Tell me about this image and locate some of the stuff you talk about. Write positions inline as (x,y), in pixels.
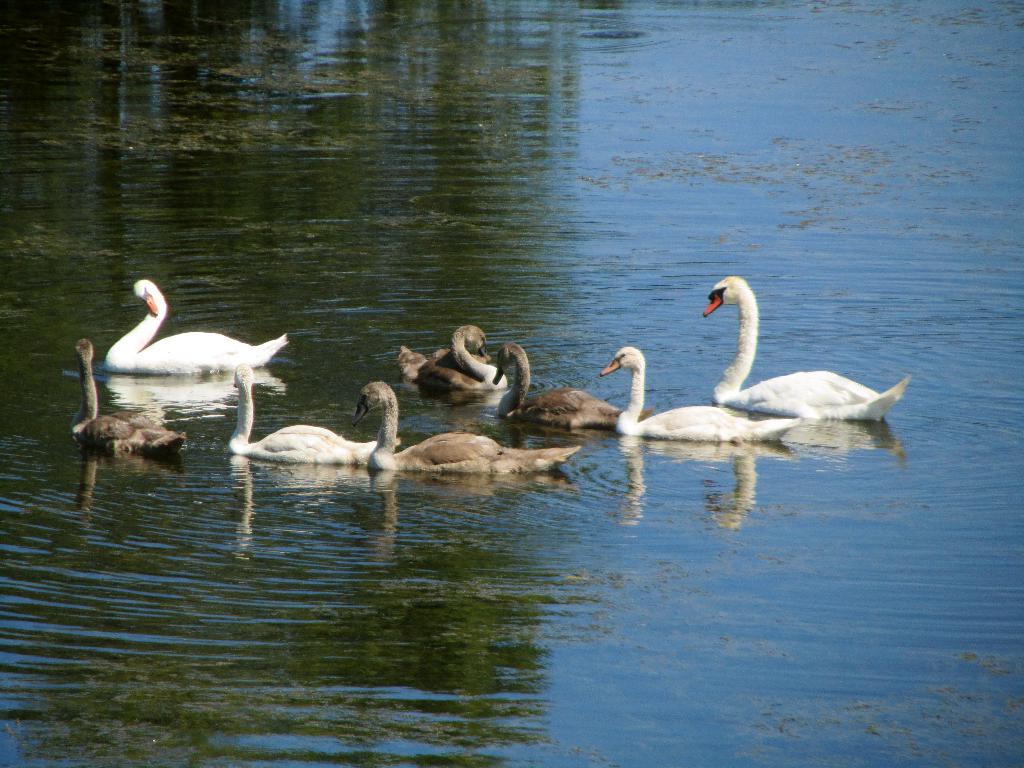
This image is taken outdoors. At the bottom of the image (287,622) there is a pond (647,605) with water (573,281). In the middle of the image (346,443) there are a few swans (208,353) swimming in the pond (551,361).
